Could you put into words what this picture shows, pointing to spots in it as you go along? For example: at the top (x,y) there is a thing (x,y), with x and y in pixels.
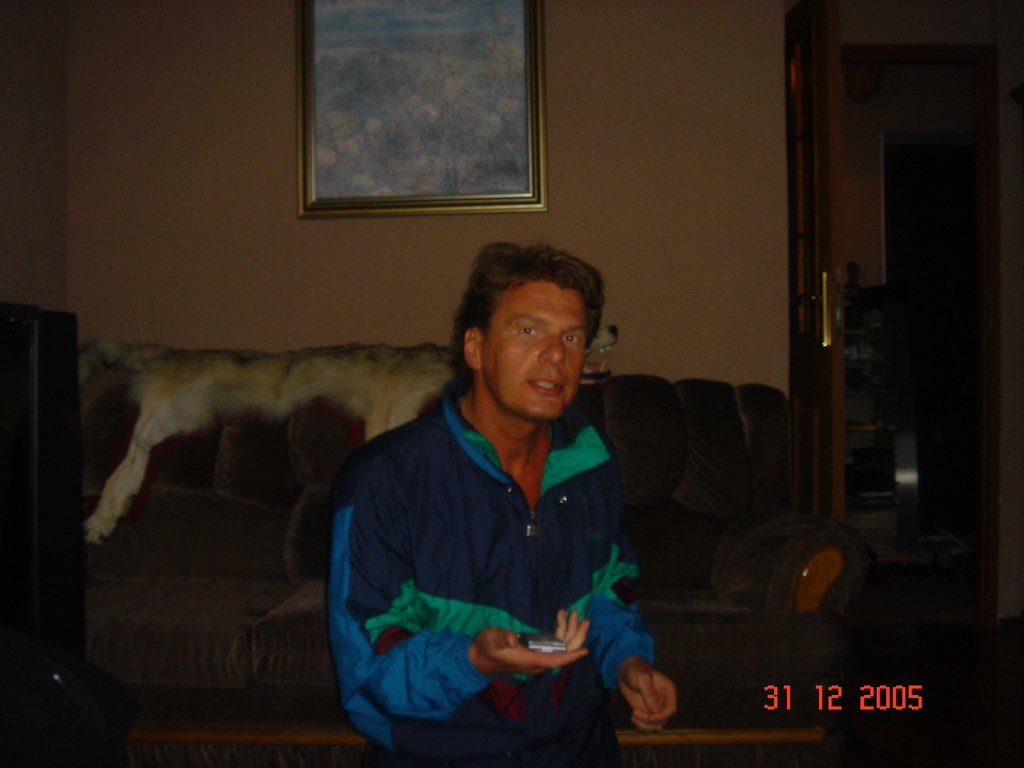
At the center of the image (499,494) there is a person (554,567) holding an object (549,642), behind him there is a sofa (626,439). In the background (387,242) there is a photo frame (460,174) attached to the wall (713,305).
